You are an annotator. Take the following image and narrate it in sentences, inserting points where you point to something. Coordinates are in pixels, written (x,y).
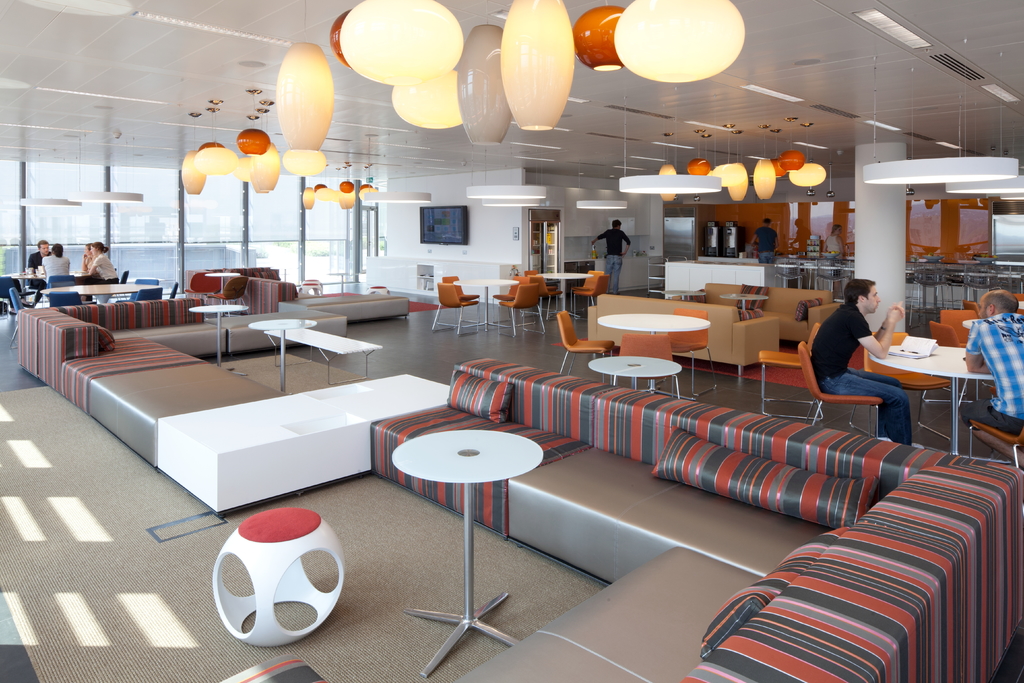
In the image we can see there are many people (90,279) around they are wearing clothes (59,270), they are sitting and some of them are standing. There are even sofas (137,344), chairs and tables (98,297). Here we can see the carpet (111,507) and this is a floor (421,344). There are even glass windows (197,224) and these are decorative lights (471,74). We can even see a pillar (887,228) and a television (447,232).
